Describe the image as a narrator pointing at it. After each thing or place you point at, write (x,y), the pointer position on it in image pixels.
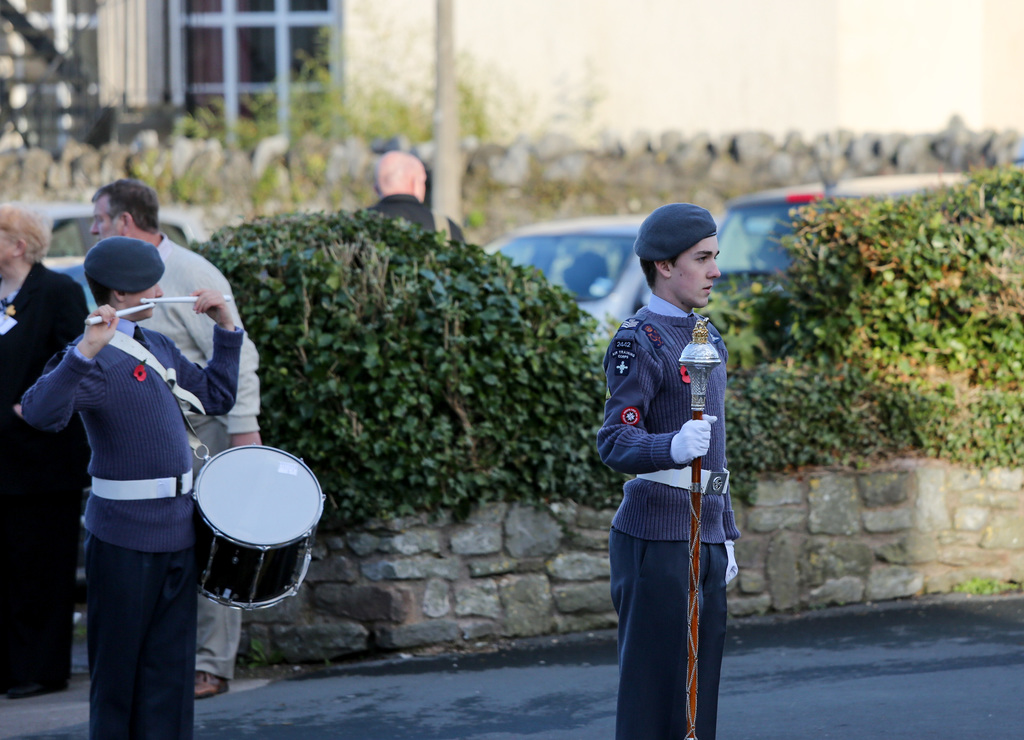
In the image there are two soldiers (213,374) standing on the road (741,726), one is playing drum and another is holding stick (700,381) and behind there are plants (498,371) on the wall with three people (251,415) walking on the road (737,695) followed by cars (559,257) behind it and over the background (563,30) there are buildings (397,77) with wall (277,182) in front of it.
